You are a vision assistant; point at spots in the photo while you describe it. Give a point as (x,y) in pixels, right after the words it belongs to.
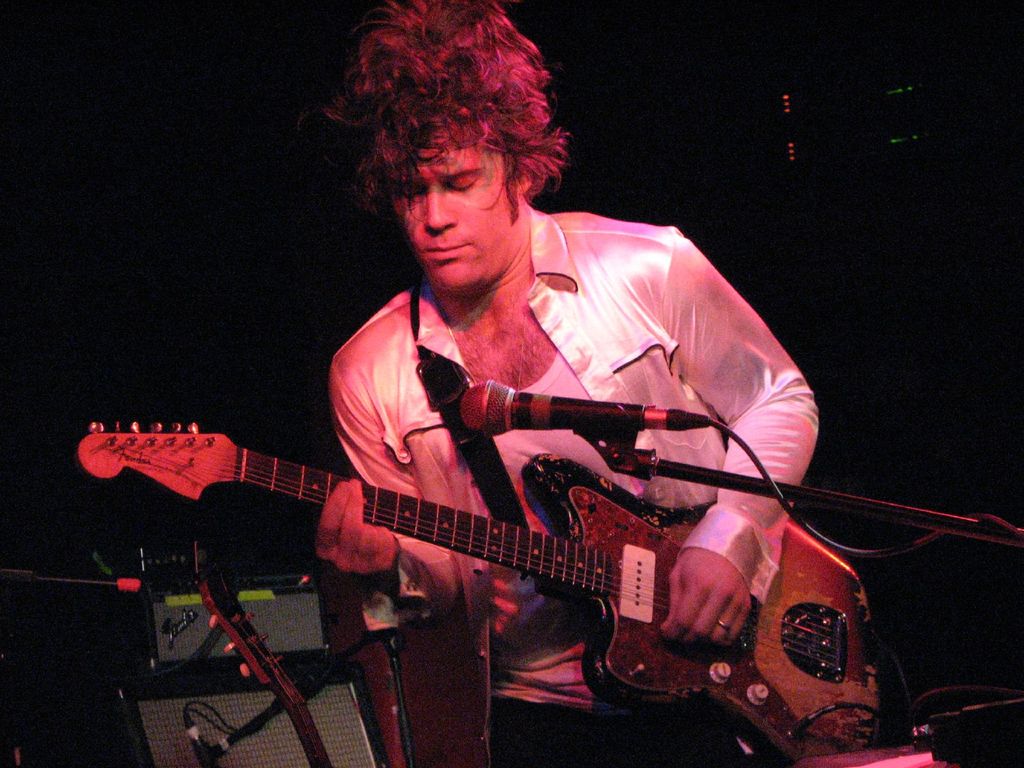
In this image I can see a man (532,302) is holding a guitar (804,553) in his hand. Here I can see a mic (477,428) in front of him.
